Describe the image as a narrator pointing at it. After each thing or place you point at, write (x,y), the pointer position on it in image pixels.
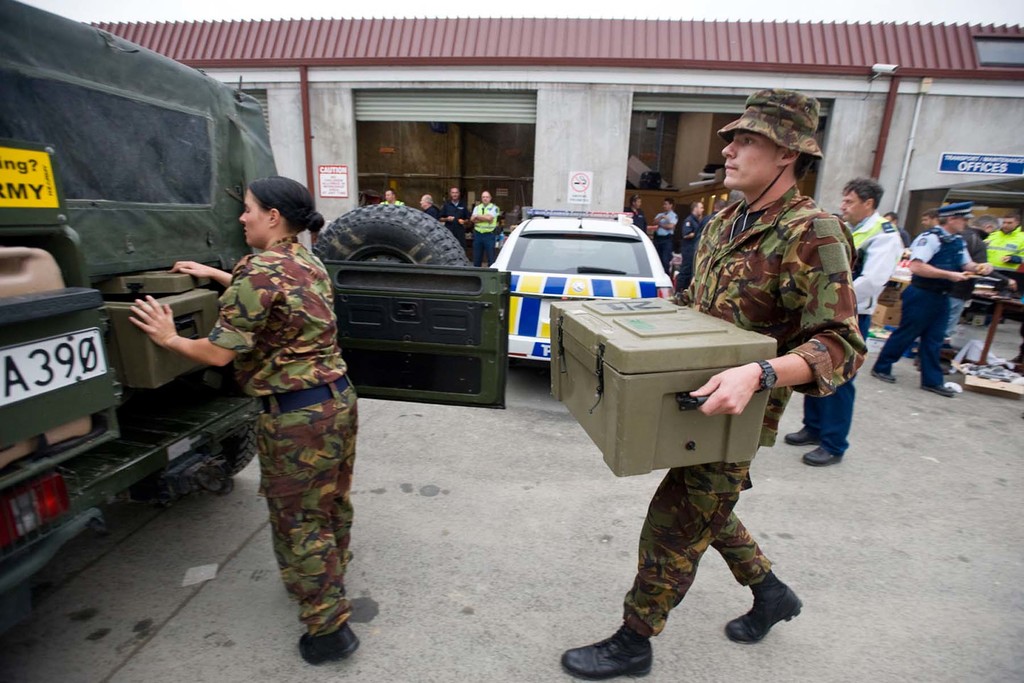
This picture is clicked outside the city. The man (723,396) in the uniform (704,285) is holding a box (611,397) in his hand (714,410). In front of him, we see a woman (240,303) in the uniform (316,380) is standing beside the jeep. Beside them, we see a white car (542,262) which is parked on the road (584,470). Behind that, we see people (931,235) standing on the road (645,482). Behind them, we see a building (521,129) in white color with maroon color roof (809,47). On the right side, we see a table (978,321) and a carton box (880,319).
